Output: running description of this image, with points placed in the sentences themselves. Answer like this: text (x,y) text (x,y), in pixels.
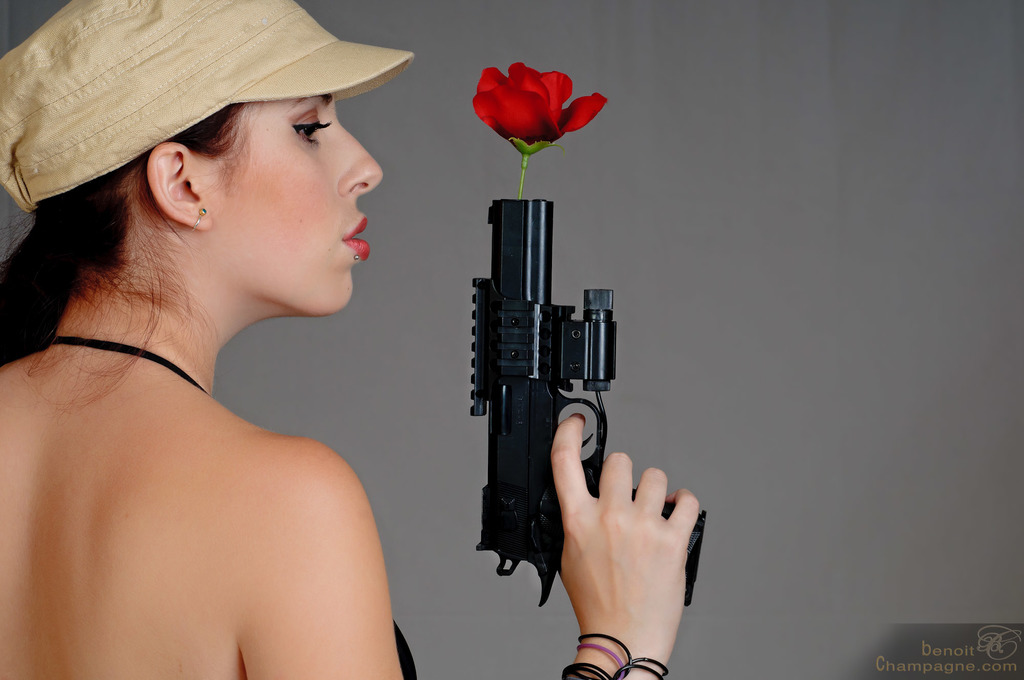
In the image there is a woman (310,520) holding a gun (503,401) and there is a rose (528,130) kept inside the hole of a gun (494,386), she is wearing a hat (162,132) and the background of the woman (181,163) is in grey color.
